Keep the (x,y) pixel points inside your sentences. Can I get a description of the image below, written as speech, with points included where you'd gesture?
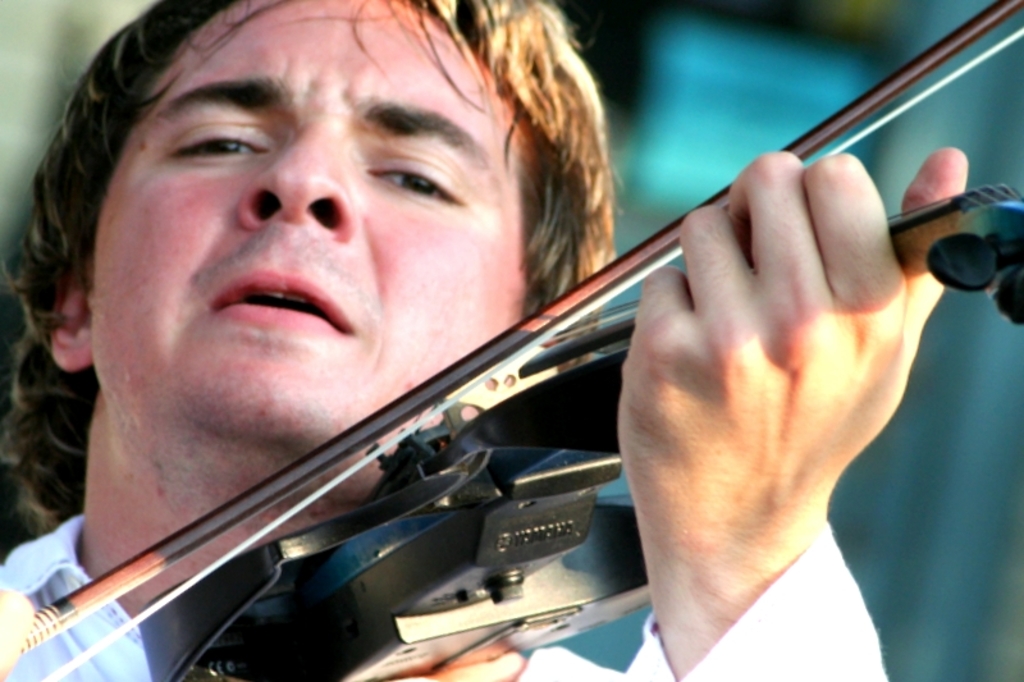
In this image there is a man (268,244) who is playing the violin (491,479).
